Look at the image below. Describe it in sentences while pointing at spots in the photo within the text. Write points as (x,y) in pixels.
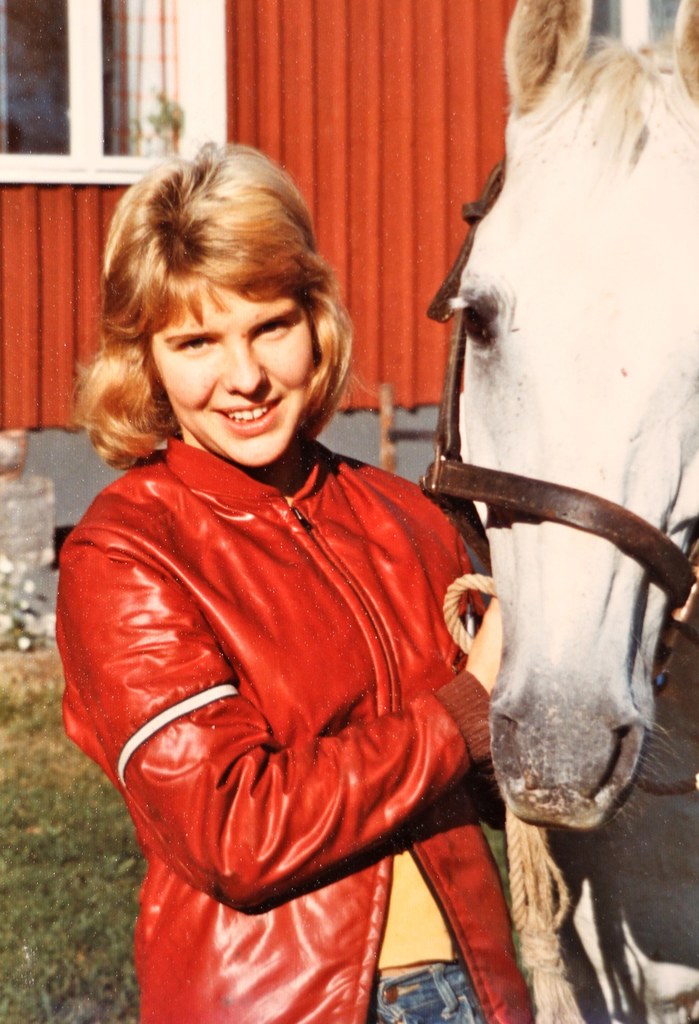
In the image we can see there is a person (256,393) who is standing and beside the person (148,617) there is a horse (578,487).
